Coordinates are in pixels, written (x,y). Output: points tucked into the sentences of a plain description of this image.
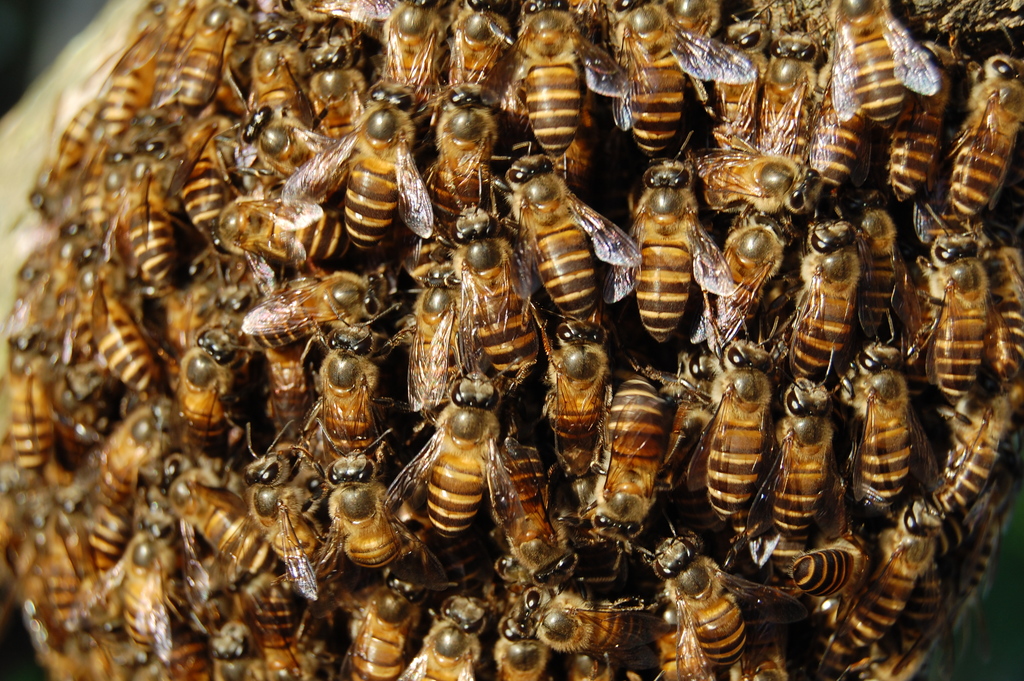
In this image we can see group of insects (214,382).
